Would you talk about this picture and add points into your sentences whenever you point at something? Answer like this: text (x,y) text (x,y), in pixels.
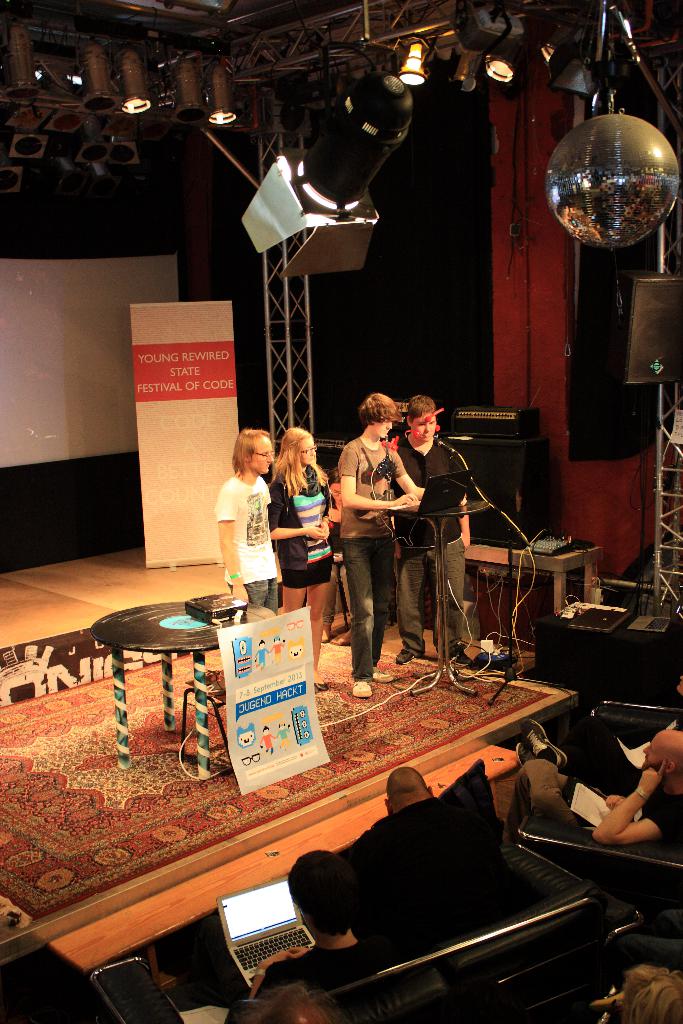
In the middle (413,537) 4 persons (419,471) are standing and looking into the laptop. There are lights (16,180) at the top (369,178), at the bottom (524,802) few persons (476,858) are sitting on the sofa chairs (506,915).
